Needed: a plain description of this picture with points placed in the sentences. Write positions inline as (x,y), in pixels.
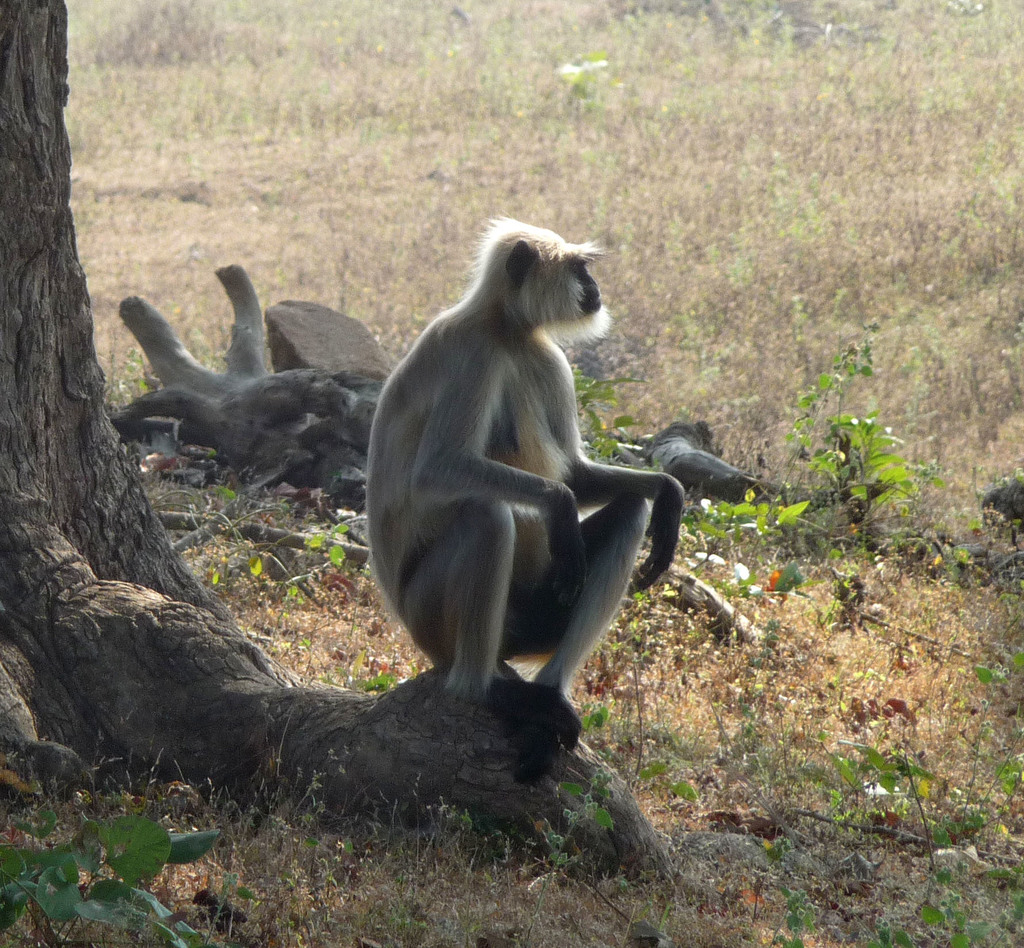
In this picture there is a monkey (512,256) in the center of the image (542,553) on a trunk (211,701) and there is a trunk (46,63) on the left side of the image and there are logs (241,303) in the background area of the image (377,339), it seems to be there is dry grassland (114,277) in the image.
